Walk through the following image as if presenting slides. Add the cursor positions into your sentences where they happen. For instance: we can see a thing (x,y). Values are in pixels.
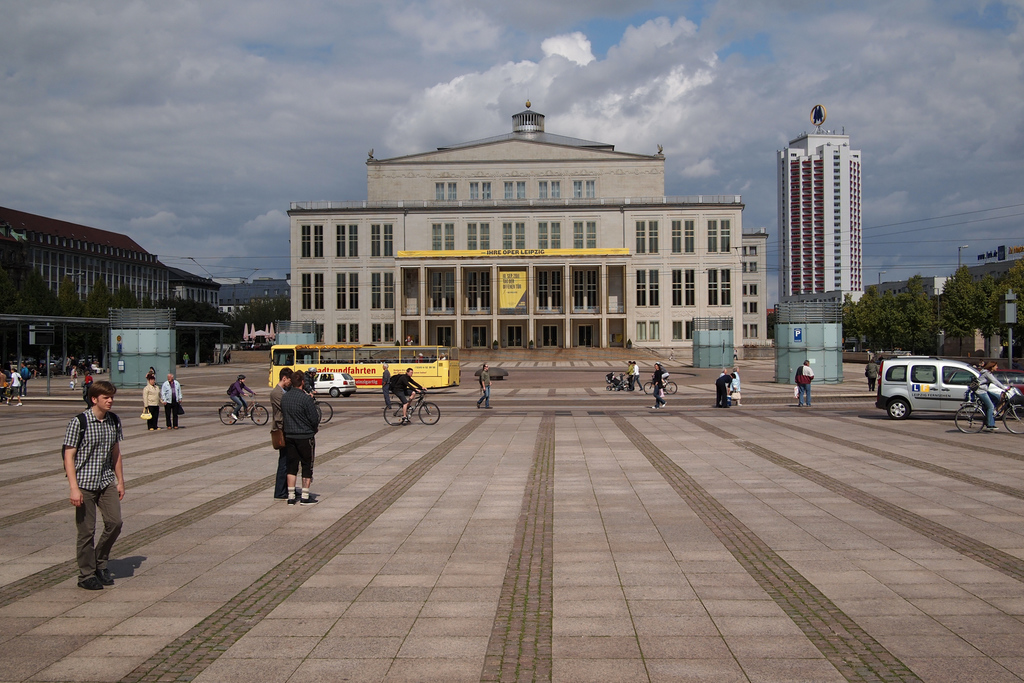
In the background (526,41) we can see sky (404,42) with clouds (757,63), buildings (115,258) and trees (985,315). Here we can see a bus (411,357) and cars (330,390). We can see few people (120,479) standing, walking. Few people (988,392) are riding bicycles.
